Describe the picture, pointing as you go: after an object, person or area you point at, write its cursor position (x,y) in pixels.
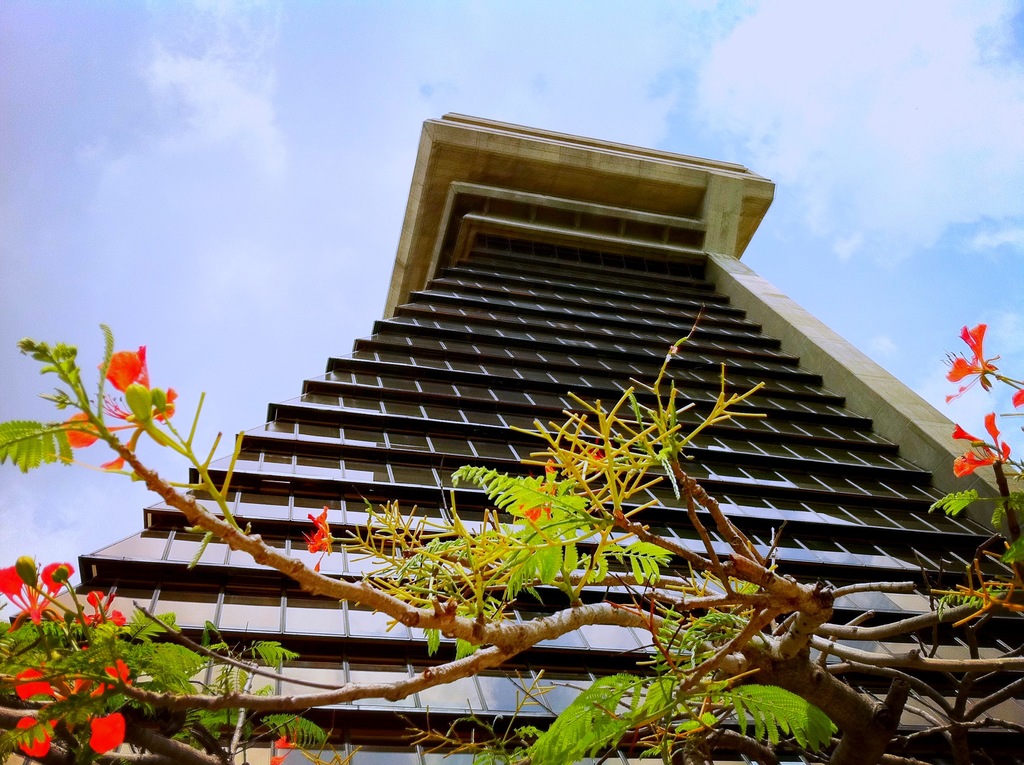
In this image I can see a tree (106,622). I can see a building (489,369). At the top (631,128) I can see the clouds (908,76) in the sky (905,204).
